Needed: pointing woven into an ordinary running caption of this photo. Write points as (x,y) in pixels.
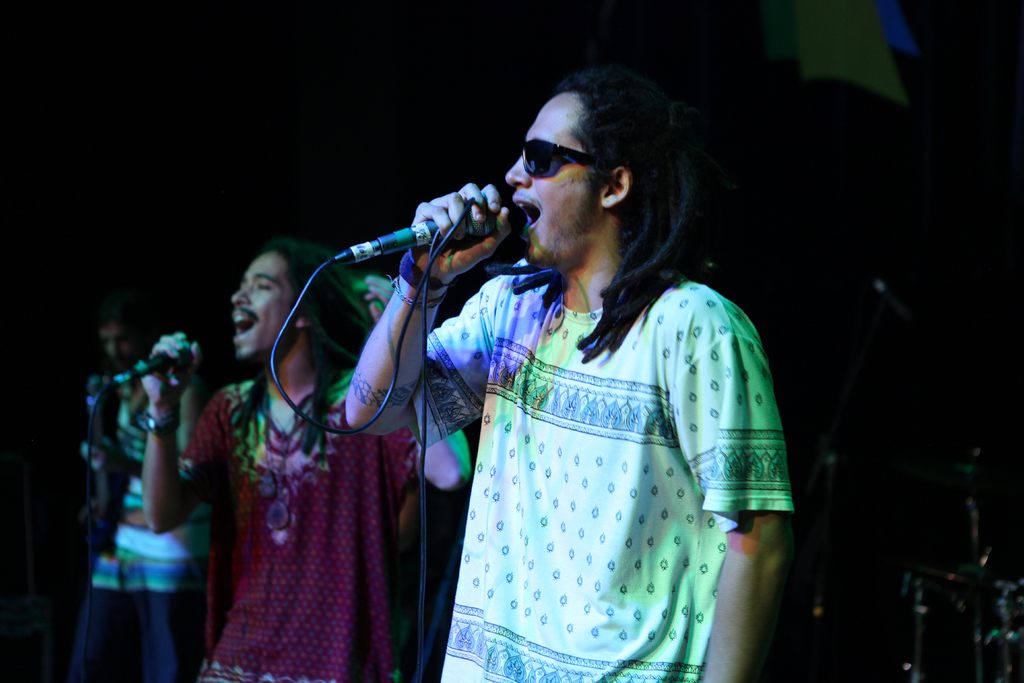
In this picture I can observe two members (377,353) holding mics (432,238) in their hands (435,264). One of them is wearing spectacles (555,167). The background (204,130) is completely dark.
